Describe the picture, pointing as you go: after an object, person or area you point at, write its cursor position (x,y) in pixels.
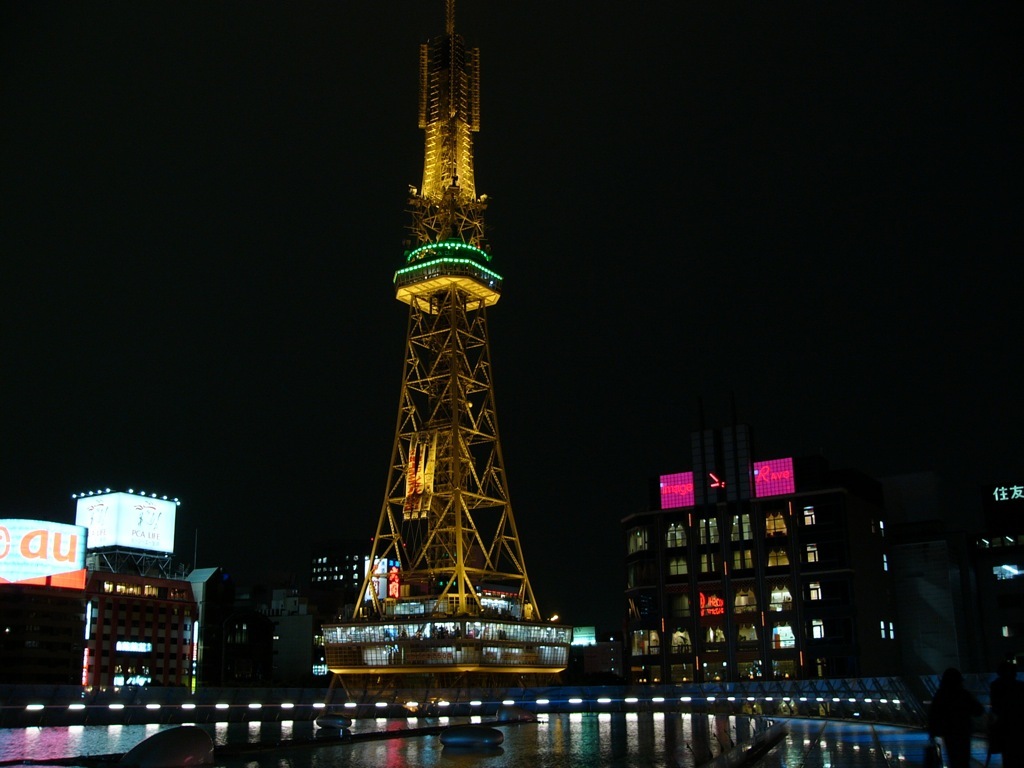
In this picture there is yellow color iron tower (443,101). Beside there are some building (586,663). In the front (575,756) bottom side there are some spot lights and a water pond (577,742).
